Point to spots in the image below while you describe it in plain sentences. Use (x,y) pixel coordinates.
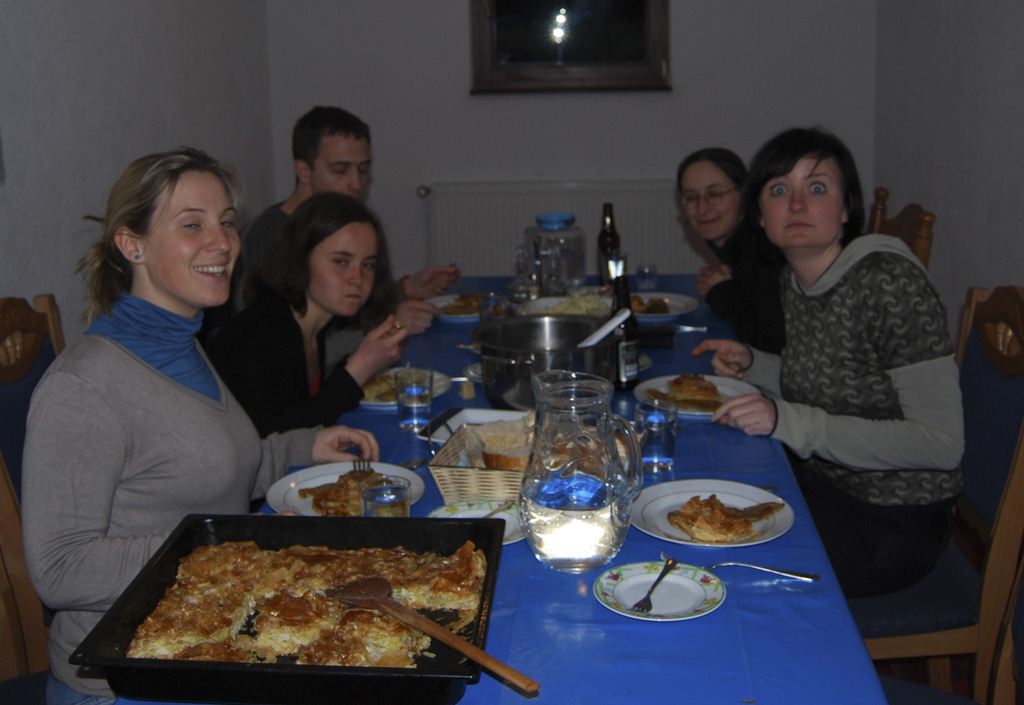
In this image there is a table (704,658) on which there are glasses (378,484), jugs (566,485), plates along with food (353,625). There are five persons (258,348) in this image. To the left (104,460), the woman (74,461) sitting in the chair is wearing gray dress (99,467). In the background (312,90), there is a wall (811,76) on which the frame (574,89) is fixed.
